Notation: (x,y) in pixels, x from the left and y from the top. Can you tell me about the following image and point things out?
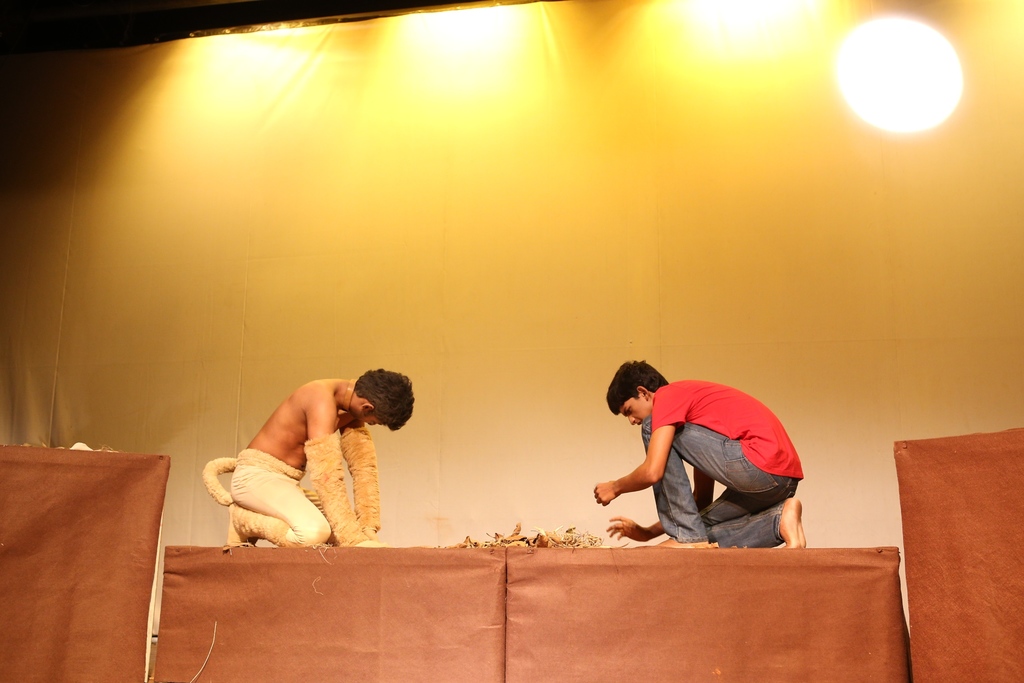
In this image I can see a person (722,436) wearing red t shirt (739,426) and blue jean (727,463) and another person (243,468) wearing cream colored pant (264,496) are on the brown colored object (435,564). In the background (613,243) I can see the cream colored surface (616,256) and few lights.
